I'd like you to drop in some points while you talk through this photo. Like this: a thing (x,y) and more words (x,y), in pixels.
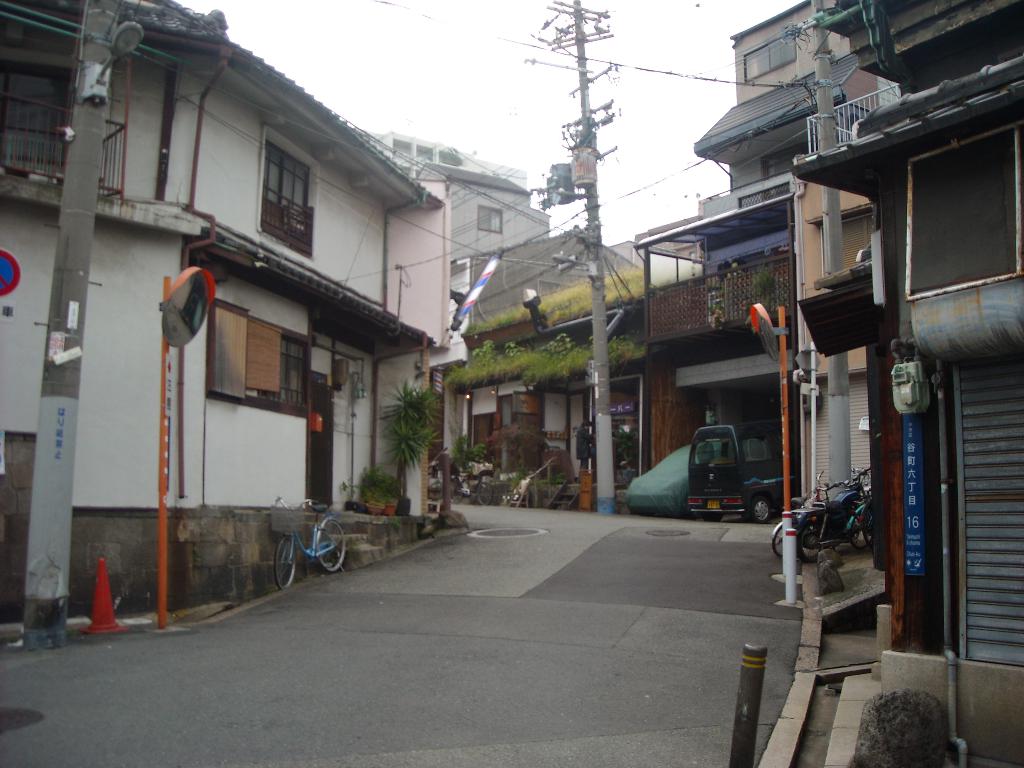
It looks like a colony (200,167), there are many houses (182,169) and buildings (294,291) around the road (587,517) and on the right side (691,482) there are two vehicles (696,477), a current pole (601,447) and some other objects (786,469).
